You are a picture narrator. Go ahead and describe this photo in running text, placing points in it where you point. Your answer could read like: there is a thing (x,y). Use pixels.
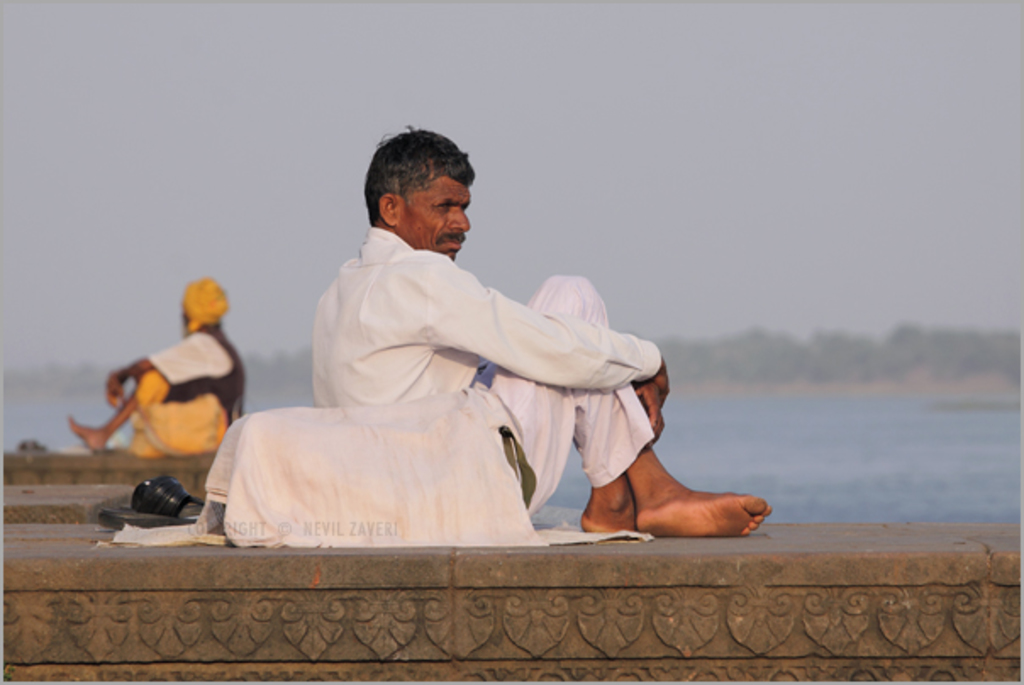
There is a person (451,365) sitting on a wall (509,551). Near to him there is something covered with white cloth (354,495). Also there is a footwear (147,514). In the back (210,393) there is another person (210,334) wearing turban (190,303) is sitting on a wall (122,459). In the background (812,474) there is water (898,478) and sky (699,226). And it is looking blurred in the background (726,285).
